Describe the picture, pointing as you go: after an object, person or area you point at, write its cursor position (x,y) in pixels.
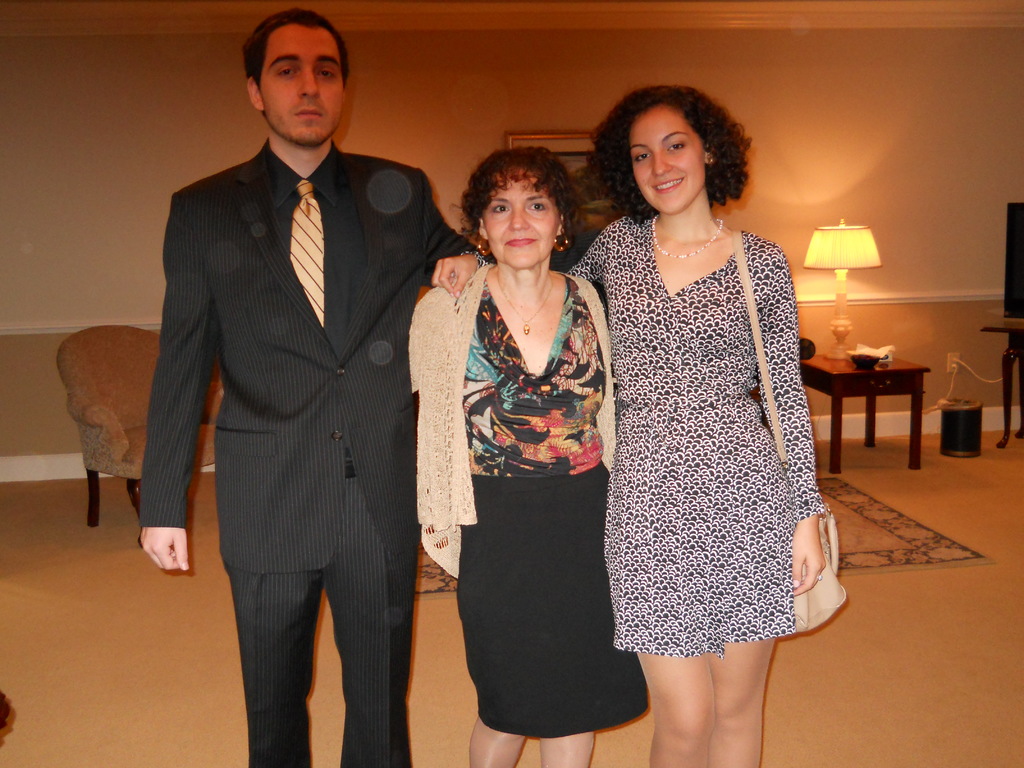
This image consists of three persons (520,446). In the middle (488,449), the woman (526,493) is wearing a cream color jacket (441,447). On the left (235,529), the man (317,572) is wearing a black suit (402,569). At the bottom (182,667), there is a floor (324,645). In the background (102,421), there is a chair (136,383) and a wall (70,147) on which a frame (572,143) is hanged. On the right (837,302), there is a lamp (844,320) on the table (850,371).
